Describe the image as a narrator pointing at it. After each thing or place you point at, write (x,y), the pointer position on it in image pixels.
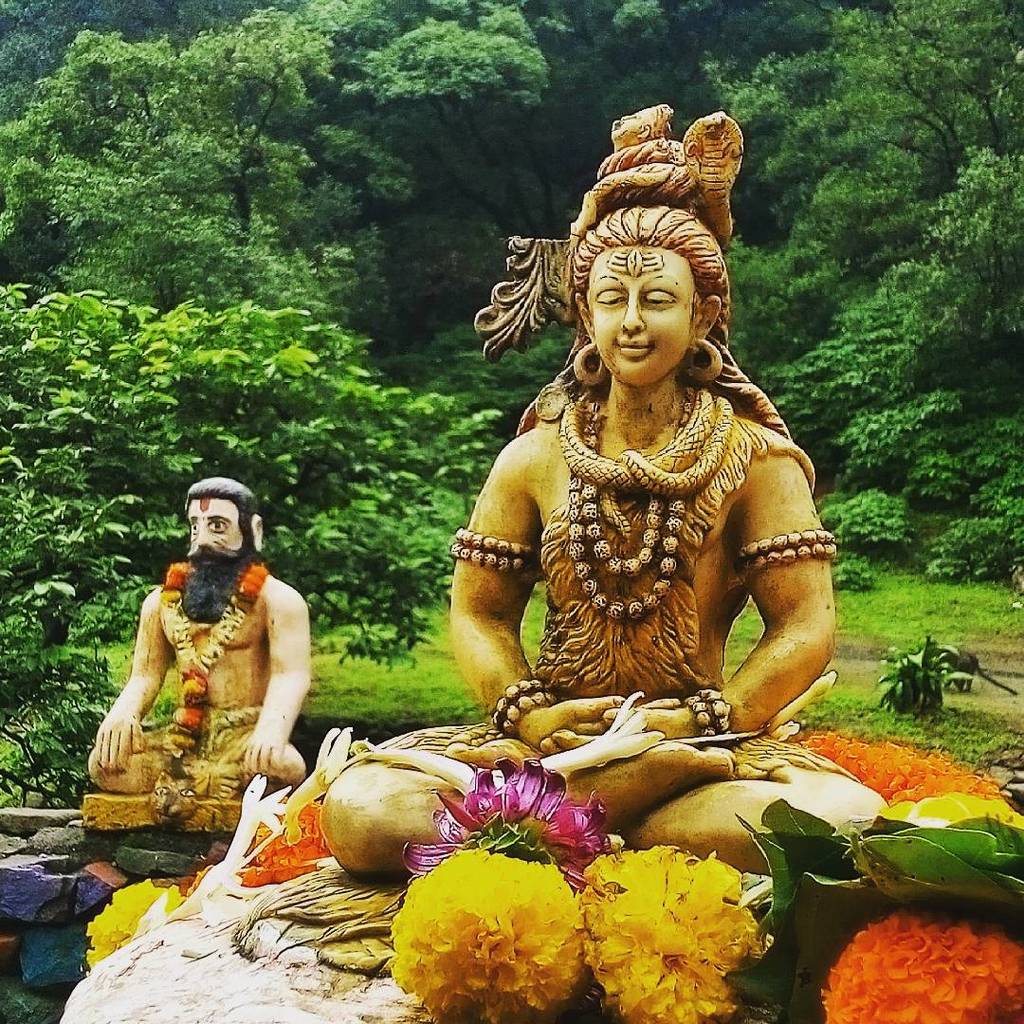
In this image there are two sculptures (653,684) in the bottom of this image (546,708) and there are some flowers (632,979) as we can see in the bottom of this image (444,925), There are some trees (440,374) in the background (432,395).
